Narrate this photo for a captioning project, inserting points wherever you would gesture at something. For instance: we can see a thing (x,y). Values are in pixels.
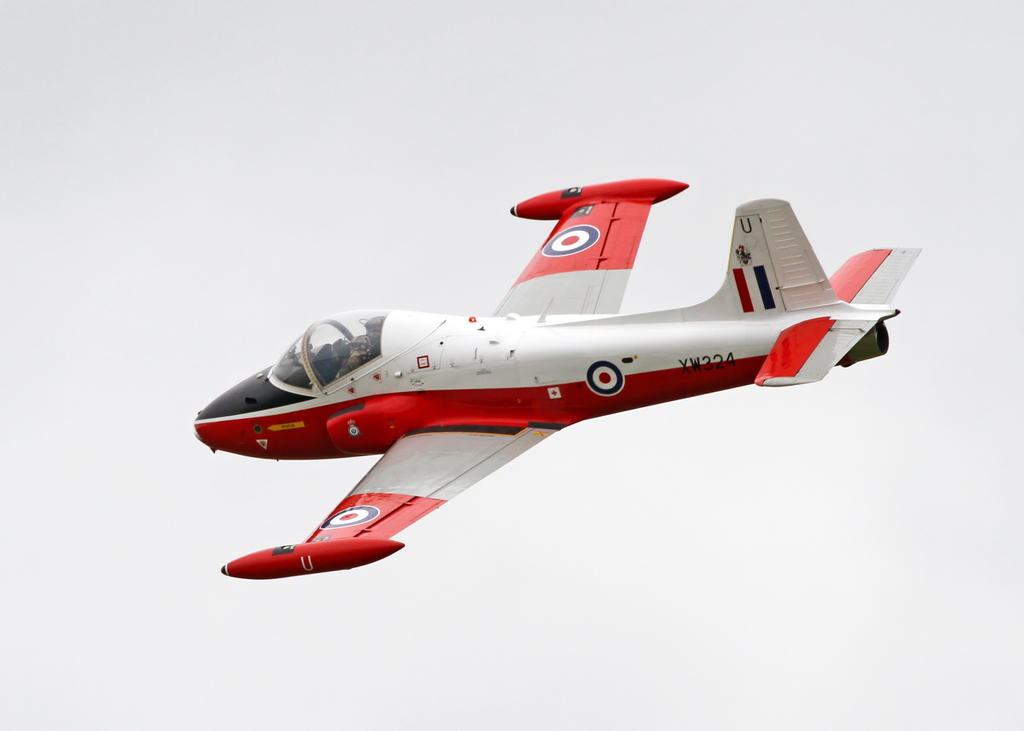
In this image we can see an airplane (602,301) flying and in the background (644,298), we can see the sky (738,107).
